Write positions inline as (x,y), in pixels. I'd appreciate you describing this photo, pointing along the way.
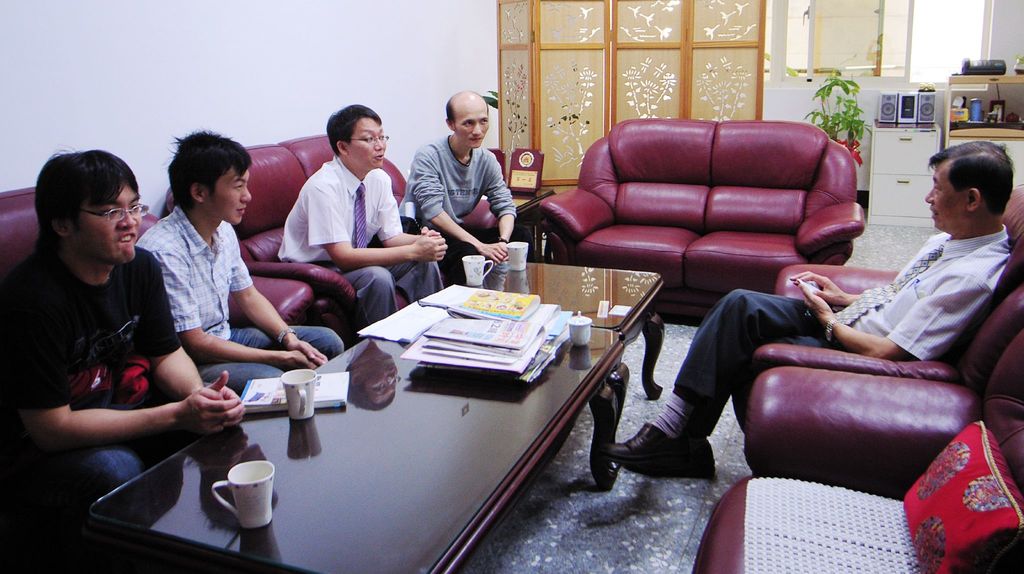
This picture shows a group of people (236,202) seated on the chairs (989,346) and we see some cups (475,277), papers (491,321) and books (546,350) on the table (524,421) and we see a plant (849,117) on the side.
